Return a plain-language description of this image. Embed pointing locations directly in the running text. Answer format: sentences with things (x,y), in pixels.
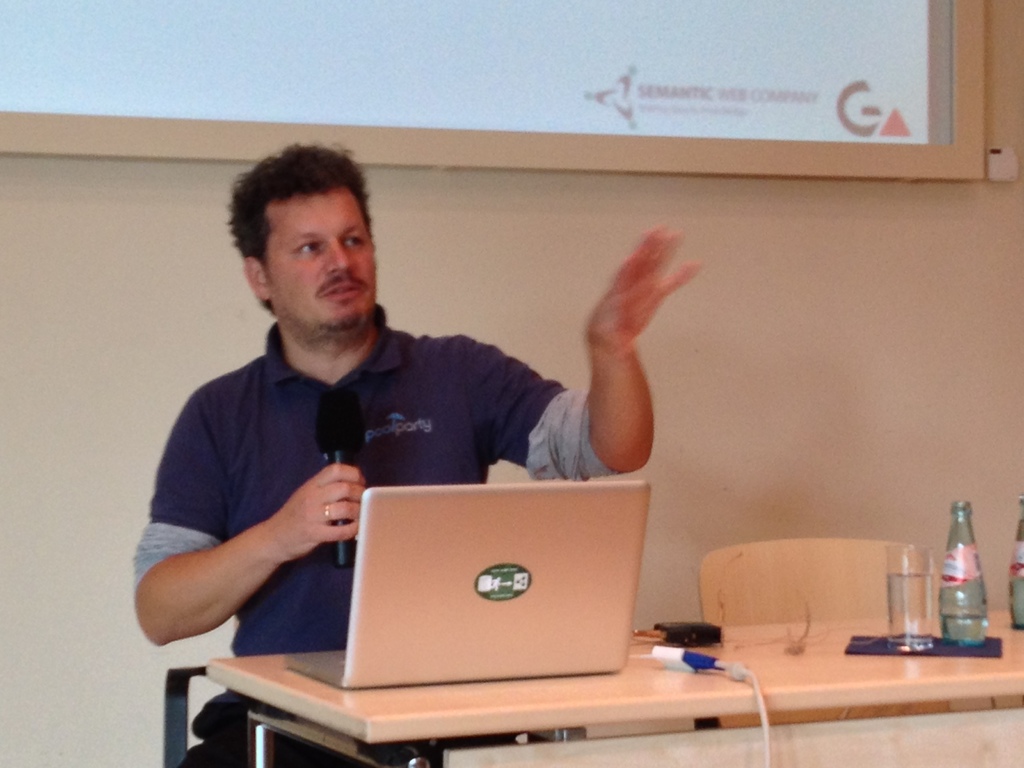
In this image in the front (531,693) there is a table (597,700) and on the table (623,681) there is a laptop (545,603), there are bottles (970,617) and there is a glass (924,603) and there is a wire (691,659). In the center (371,405) there is a person (372,449) sitting on a chair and holding a mic (334,456) in his hand (351,488) and there is an empty chair (749,553). In the background (643,209) there is a wall (674,189), on the wall (677,199) there is a screen (630,65) which is visible.
